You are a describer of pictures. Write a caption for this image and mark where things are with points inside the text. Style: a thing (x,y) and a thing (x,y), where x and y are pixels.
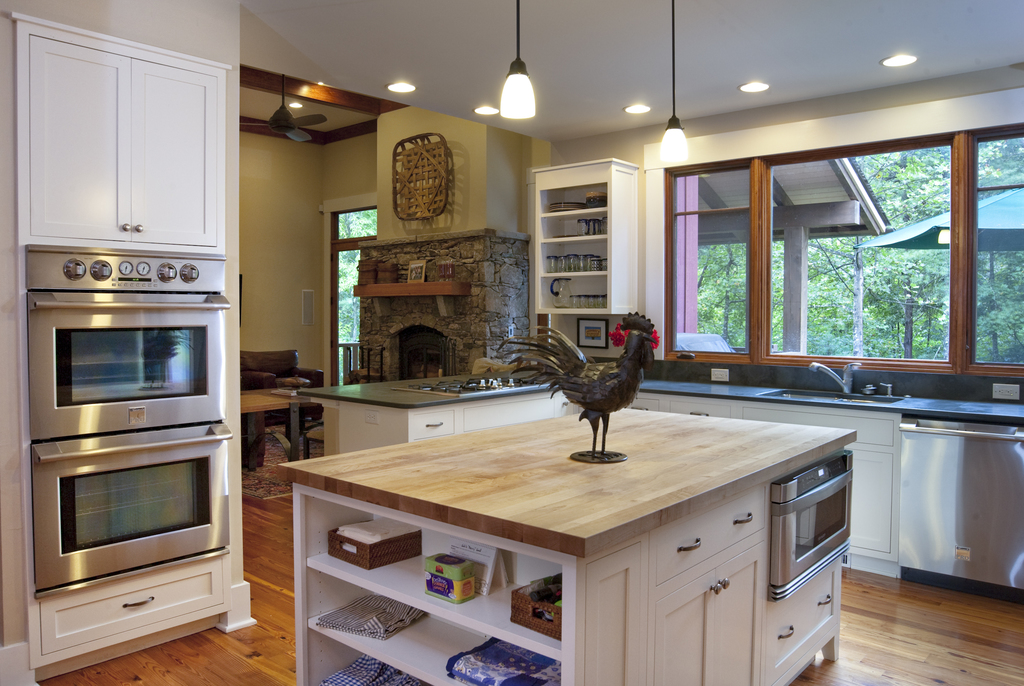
In the picture we can see a kitchen room (505,132), in that we can find a table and some things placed in the racks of the table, beside that we can find micro oven (111,513), and some items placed in the racks (599,311), cupboards (101,91), near the window (841,262) there is a wash basin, to the ceiling (577,87) there are lights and fan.
